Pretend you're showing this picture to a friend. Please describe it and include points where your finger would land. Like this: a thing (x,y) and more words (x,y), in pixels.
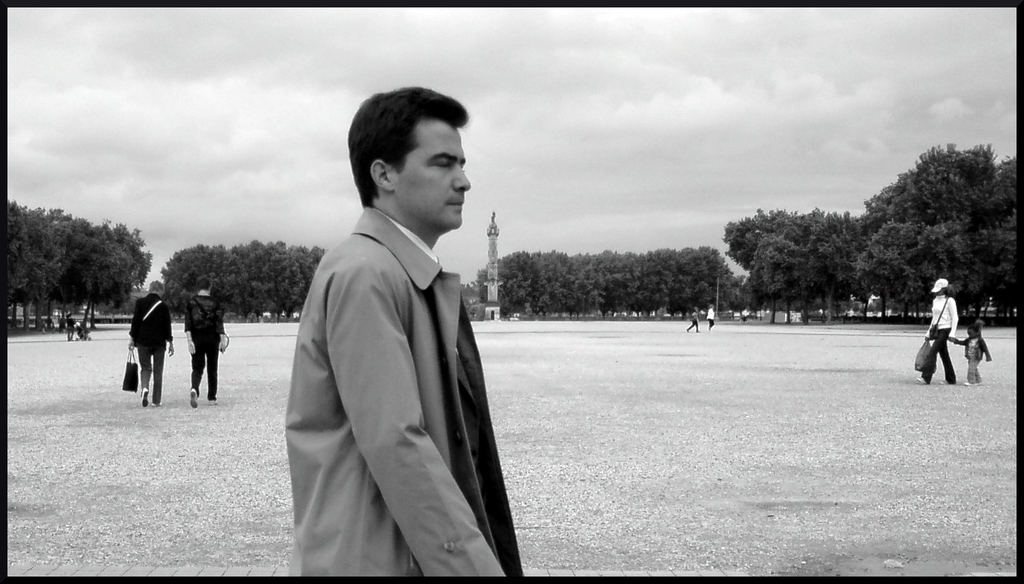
In this image, we can see a person (448,474) is standing. Background (971,329) there are so many trees (97,256), people (949,300), tower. Here we can see few people (160,362) are walking and holding some objects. Top of the image (573,177), there is a sky (502,188). The borders of the image, we can see a black color.
